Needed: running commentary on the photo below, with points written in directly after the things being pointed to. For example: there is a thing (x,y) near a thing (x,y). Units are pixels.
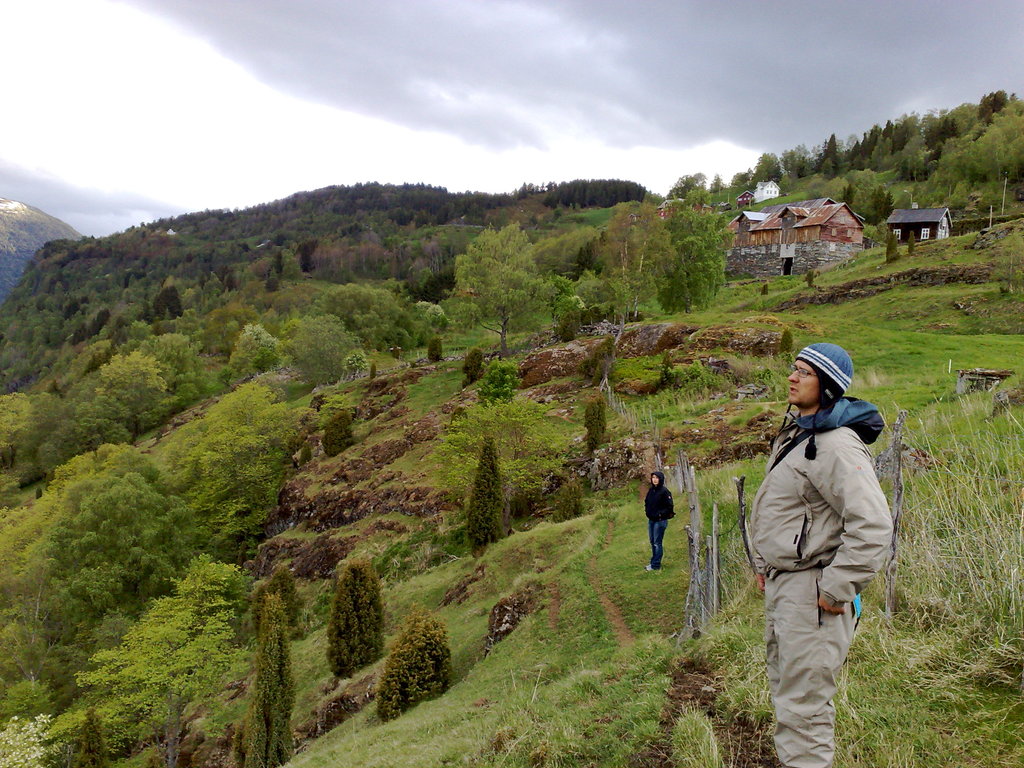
In the picture I can see a man (821,767) on the right of the image (828,424). He is wearing a jacket (848,467) and there is a monkey cap (842,378) on his head (850,360). I can see another person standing on the grass (686,515). In the image I can see the natural scenery of green grass (732,531) and trees (639,237). There are houses (922,208) on the top right side (771,228). Here we can see the clouds (658,169) in the sky (565,93).
